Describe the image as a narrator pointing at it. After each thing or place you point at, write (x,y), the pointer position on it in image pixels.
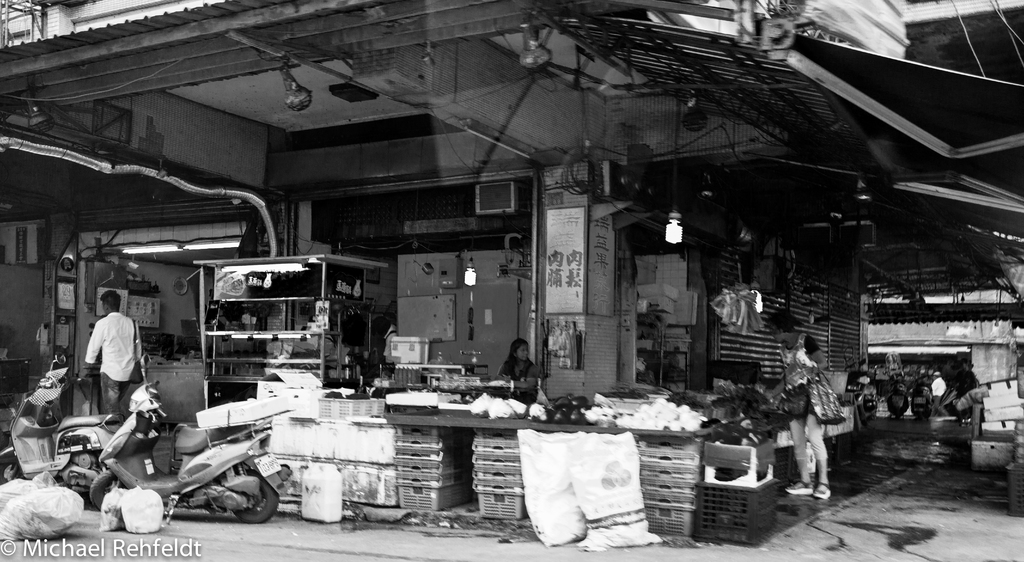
In this image we can see there is a grocery store (372,296). And there is a person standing and there are vegetables (693,410), table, baskets (489,489), light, shed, wall (603,375), board (578,246), pipeline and vehicles (138,461) on the road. And there is another person (788,366) walking.
